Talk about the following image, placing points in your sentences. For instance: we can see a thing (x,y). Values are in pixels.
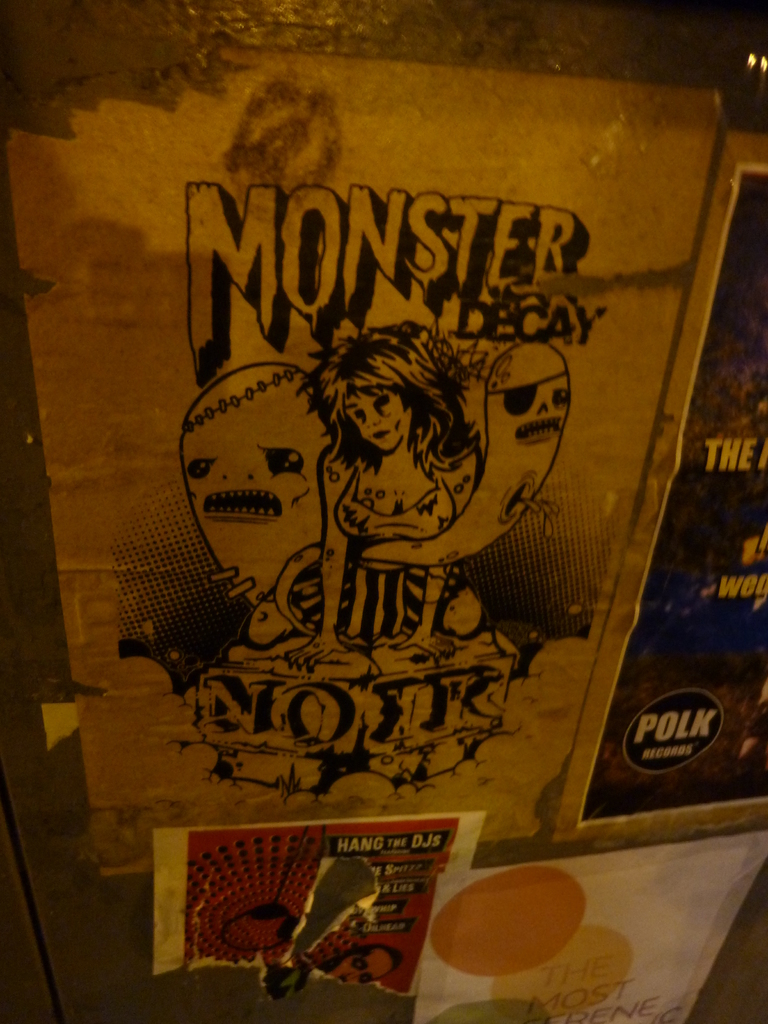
In this image there are some posters (366,485) on the wall (759,891), and on the posters (445,721) there is a sketch (307,542) of some people (414,461) and there is a text (287,274).
